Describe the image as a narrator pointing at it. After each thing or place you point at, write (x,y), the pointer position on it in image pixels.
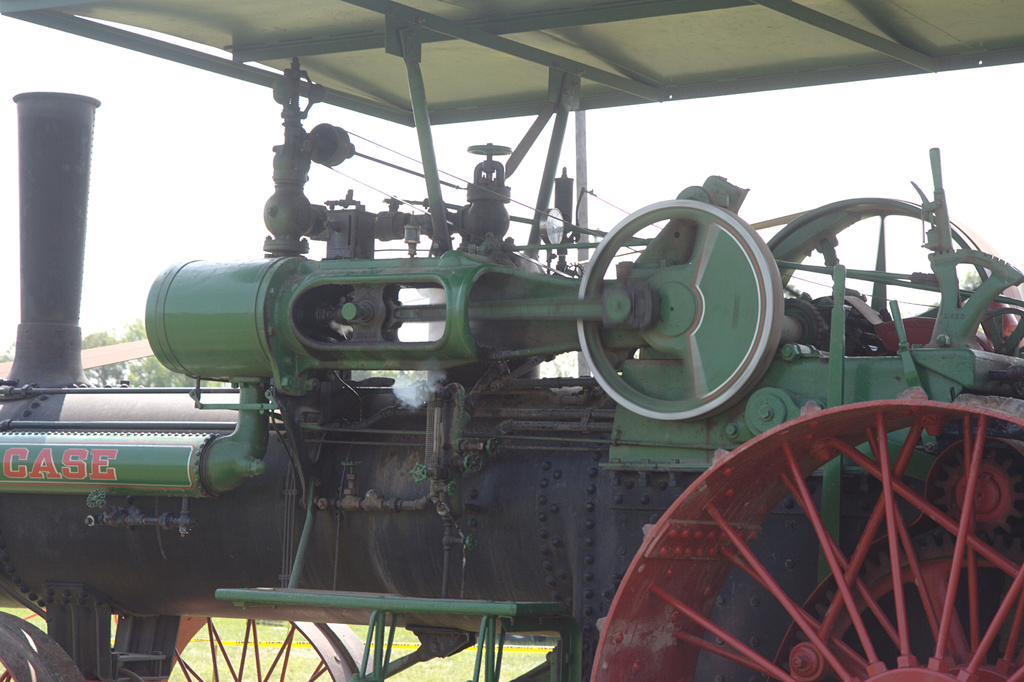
In the center of the image (572,310) we can see a vehicle (514,381), which is in a green and red color. And we can see some text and a few other objects (446,412) on a vehicle (464,266). In the background (949,112), we can see the sky (693,133), trees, grass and caution tape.
